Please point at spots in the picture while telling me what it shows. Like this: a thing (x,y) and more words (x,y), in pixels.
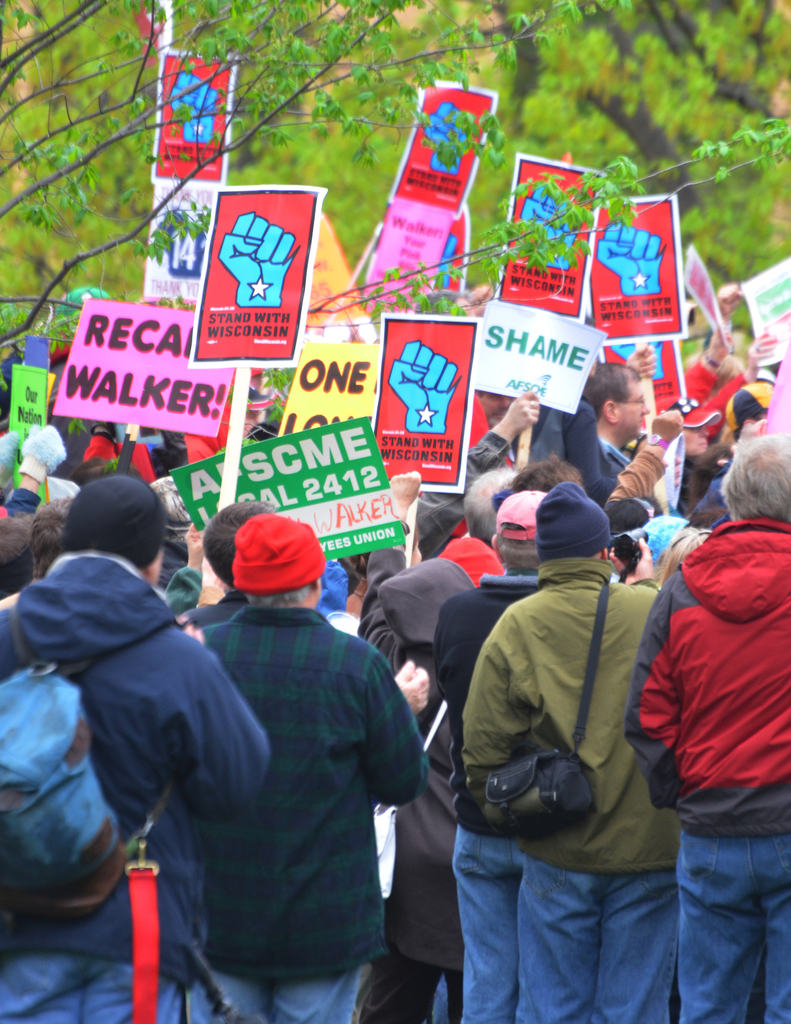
In the picture we can see a group of people (473,832) are standing and holding a boards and doing strike and in the background (342,4) we can see trees (369,301).
